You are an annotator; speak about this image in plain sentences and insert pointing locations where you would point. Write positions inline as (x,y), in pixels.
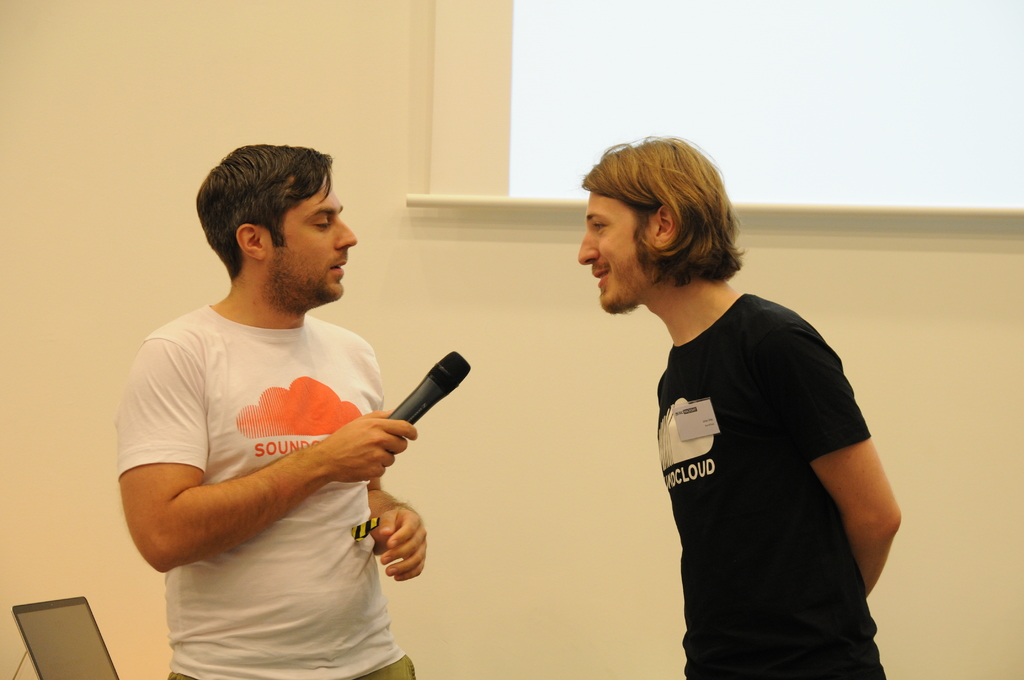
The image is inside the room (585,317), In the image there are two people (711,287), on left side (290,372) there is a man (328,431) holding a microphone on right side (714,383) there is another man (725,405) who opened his mouth (605,279) for talking. On left side (14,613) we can also see a laptop (64,613) in background (473,11) there is a screen (593,97) and a wall (917,348) which is in cream color.
